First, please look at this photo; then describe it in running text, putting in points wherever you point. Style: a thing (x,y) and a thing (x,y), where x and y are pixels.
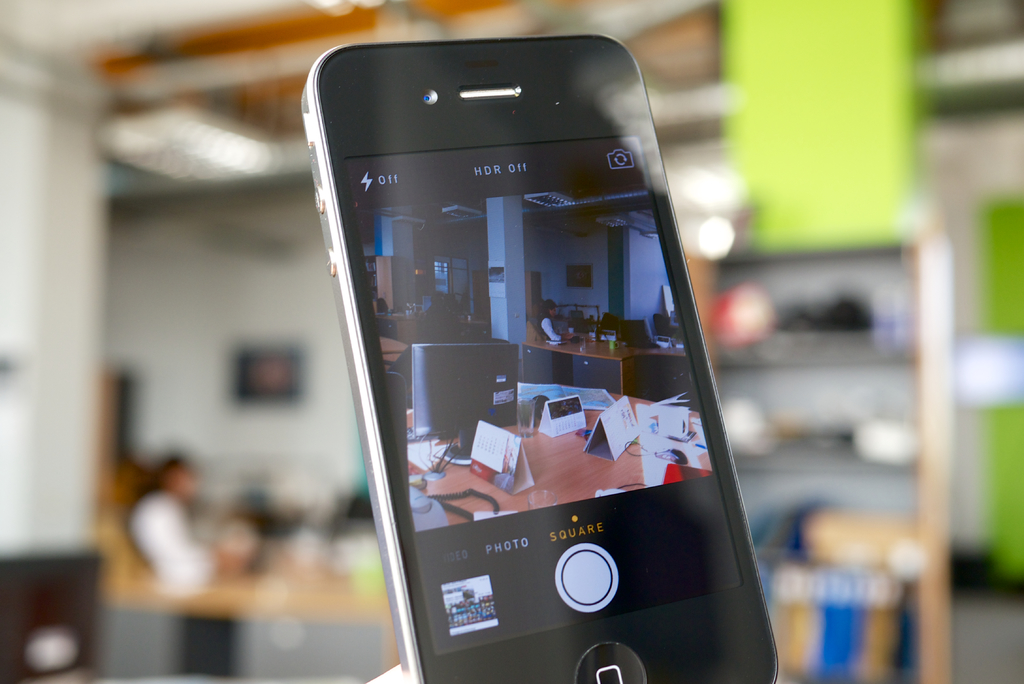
In this image there is a mobile phone (582,387) towards the bottom of the image (541,545), there is a person (176,499), there is a wall (275,338), there is a photo frame (254,371) on the wall (253,336), there is a shelf (803,328), there are objects (833,300) on the shelf (825,392), there is wall (23,330) towards the left of the image (14,247), there is roof (672,22) towards the top of the image (557,19), there is an object (842,57) towards the top of the image (815,114), there is an object (1005,384) towards the right of the image (995,390), the background of the image (1006,470) is blurred.
